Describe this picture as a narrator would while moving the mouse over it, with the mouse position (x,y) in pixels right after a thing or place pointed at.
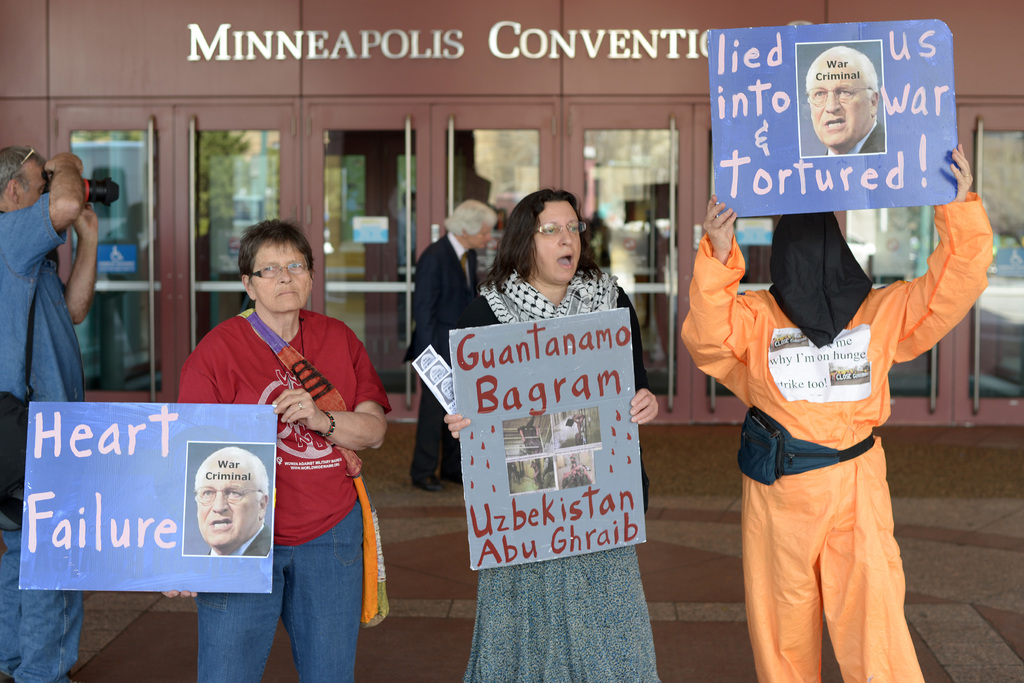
In this image we can see three people (329,439) standing and holding boards (838,178). The person (61,205) standing on the left (52,193) is holding a camera (92,182). In the background (113,146) there is a building (335,74) and we can see a board (419,52) we can see a person (446,348).
